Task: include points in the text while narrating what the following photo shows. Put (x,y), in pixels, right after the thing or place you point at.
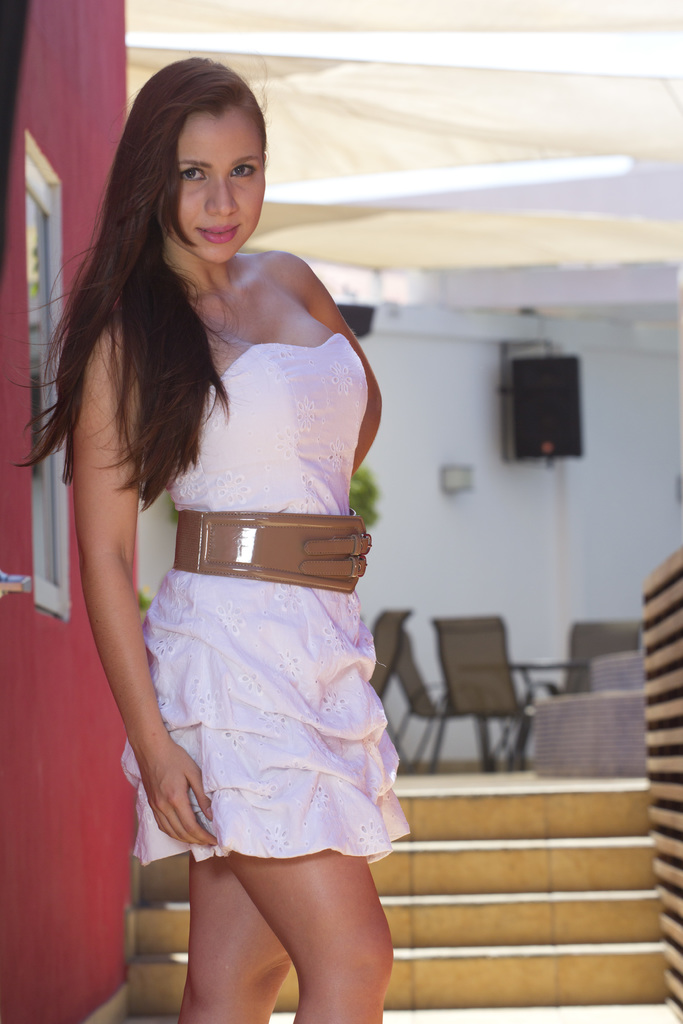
This picture is clicked outside. Woman (280,430) in white dress (202,487) is standing in front of the picture and she is smiling. Beside her, we see a wall (56,737) which is red in color and a window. On background (431,732), we see staircases (483,822), table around which chairs (481,650) are placed and a white wall (472,406) on which speaker (513,438) is placed. On top of the picture (441,32), we see the white shade cloth (455,80).
